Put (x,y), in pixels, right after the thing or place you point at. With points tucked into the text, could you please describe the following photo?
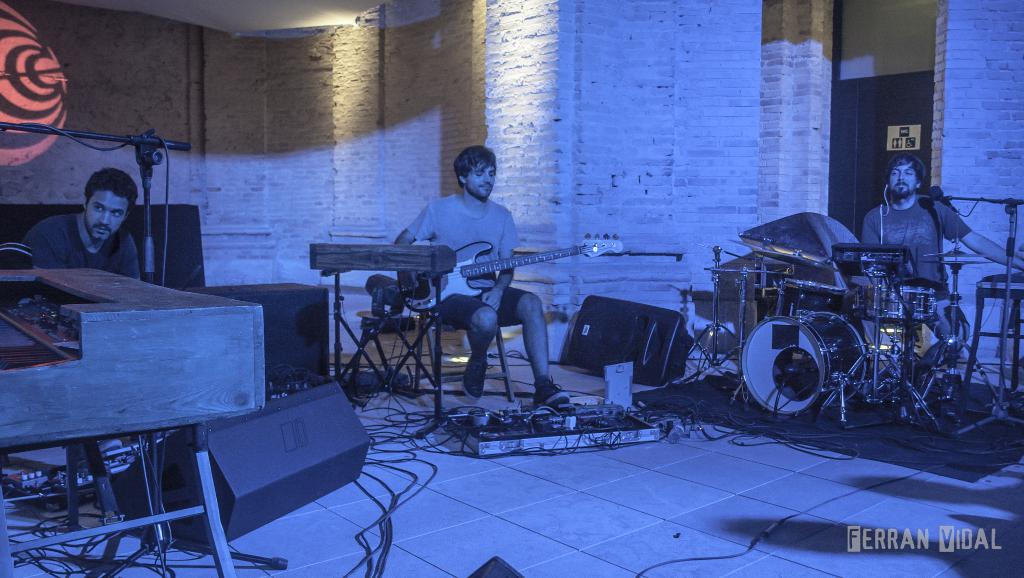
In this image there is one person (469,317) is sitting on a chair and holding a guitar (465,285) in the middle of this image (451,285). There is one person (90,257) sitting on the left side of this image (121,269) and one more person (925,209) is on the right side of this image (908,222). there are some instruments (789,267) as we can see in middle of this image (391,265). There is a wall (582,127) in the background (581,117). There is a floor (653,530) in the bottom of this image (628,507).
